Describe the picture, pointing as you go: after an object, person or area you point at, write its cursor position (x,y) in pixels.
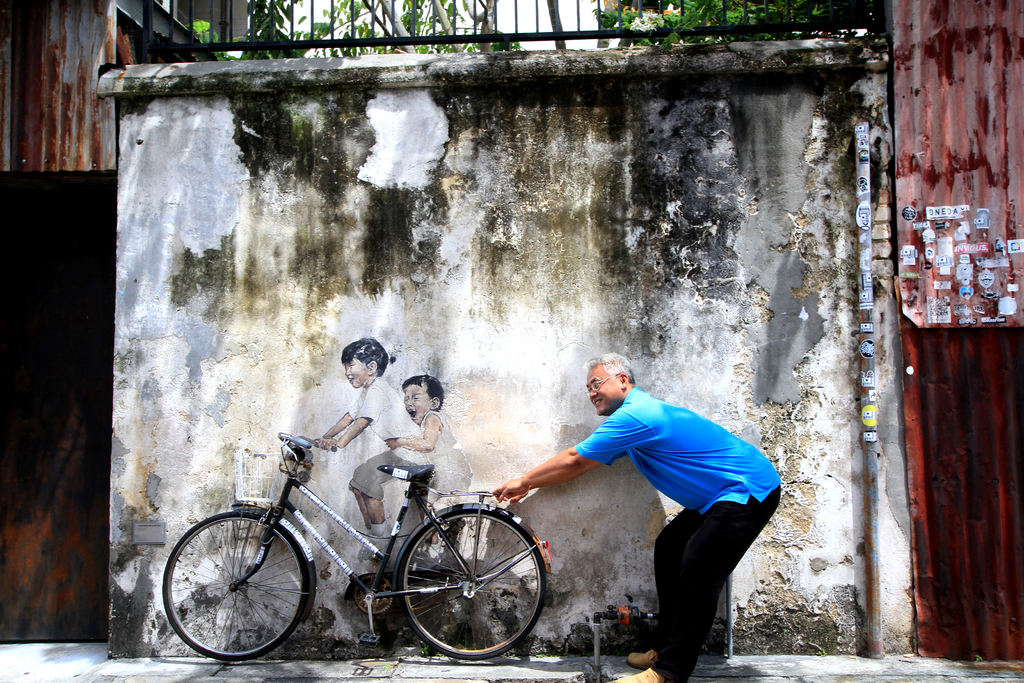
In this image I can see a person (689,474) wearing blue and black colored dress (688,502) is standing and holding a bicycle (445,527) in his hand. I can see the wall (492,339) and on it I can see a painting (370,382) of a boy (408,425) and a girl (440,421). In the background (346,9) I can see the black colored railing (212,24), few trees (327,26), few buildings (76,31) and the sky (569,42).
